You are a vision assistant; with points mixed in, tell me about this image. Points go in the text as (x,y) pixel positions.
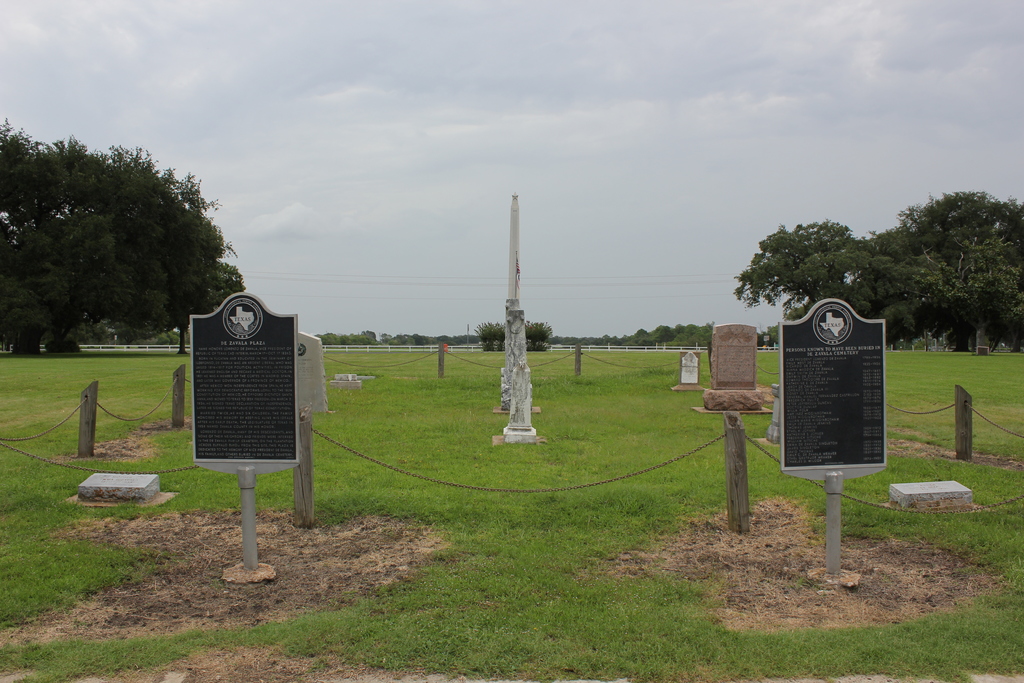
I think, this picture is taken in a park (561,452). In the center (505,439), there is a statue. Around it, there are wooden poles (742,496) and chains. Towards the left (266,439) and right, there are boards (857,451) with some text (825,362) and pictures (826,317) engraved on it. At the bottom (515,544), there is grass (607,535). In the background (197,295), there are trees (920,296). On the top (470,61), there is a sky (599,137).
